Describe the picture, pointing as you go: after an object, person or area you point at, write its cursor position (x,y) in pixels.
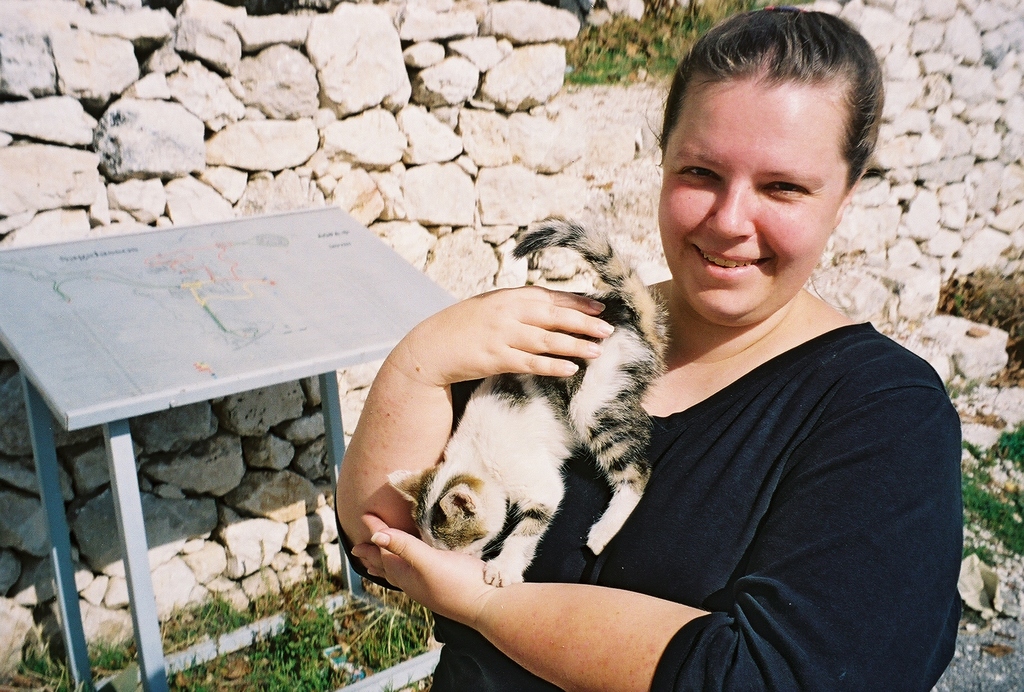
There is one woman (673,542) standing and holding a cat (502,456) at the bottom of this image (628,563). We can see a table (180,336) on the left side of this image (64,438) and the rock wall (499,137) is in the background (394,185).
